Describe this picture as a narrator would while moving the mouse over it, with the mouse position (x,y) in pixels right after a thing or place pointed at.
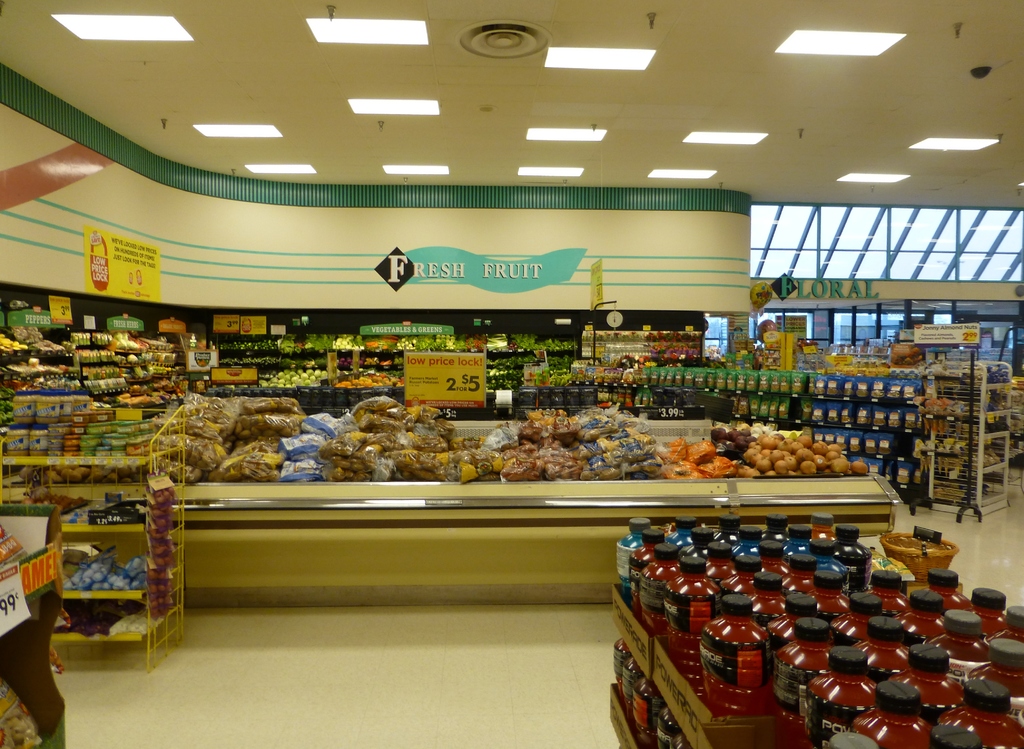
In this image I can see few bottles (953,715) in the racks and I can also see few covers (314,424), fruits (695,453), vegetables (67,349) and few banners (444,382). Background (882,255) I can see few glass windows (792,253) and few lights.
